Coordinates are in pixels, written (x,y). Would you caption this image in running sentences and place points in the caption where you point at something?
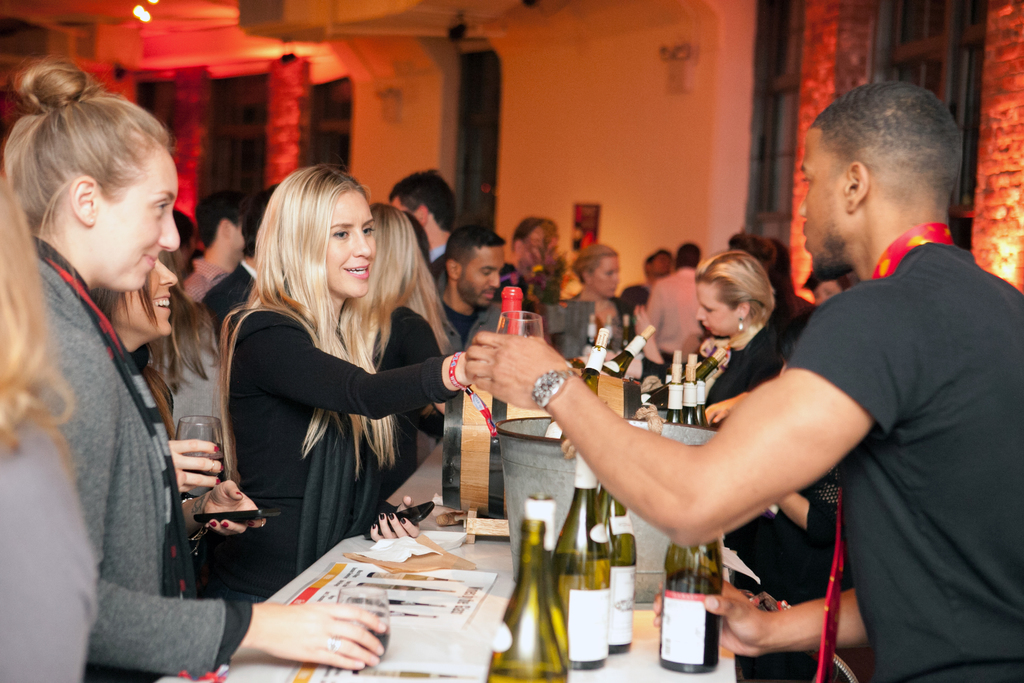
This image is taken indoors. In the background (511,103) there is a wall (724,129). There are few windows (772,115). At the top of the image (266,20) there is a roof (368,12). In the middle of the image (383,279) many people (330,305) are standing and a few are holding glasses (526,328) in their hands (198,469). A few are holding bottles (702,642) in their hands (760,619). At the bottom of the image (548,628) there is a table (620,654) with many bottles (624,638), papers (446,603) and many objects (465,432) on it.
